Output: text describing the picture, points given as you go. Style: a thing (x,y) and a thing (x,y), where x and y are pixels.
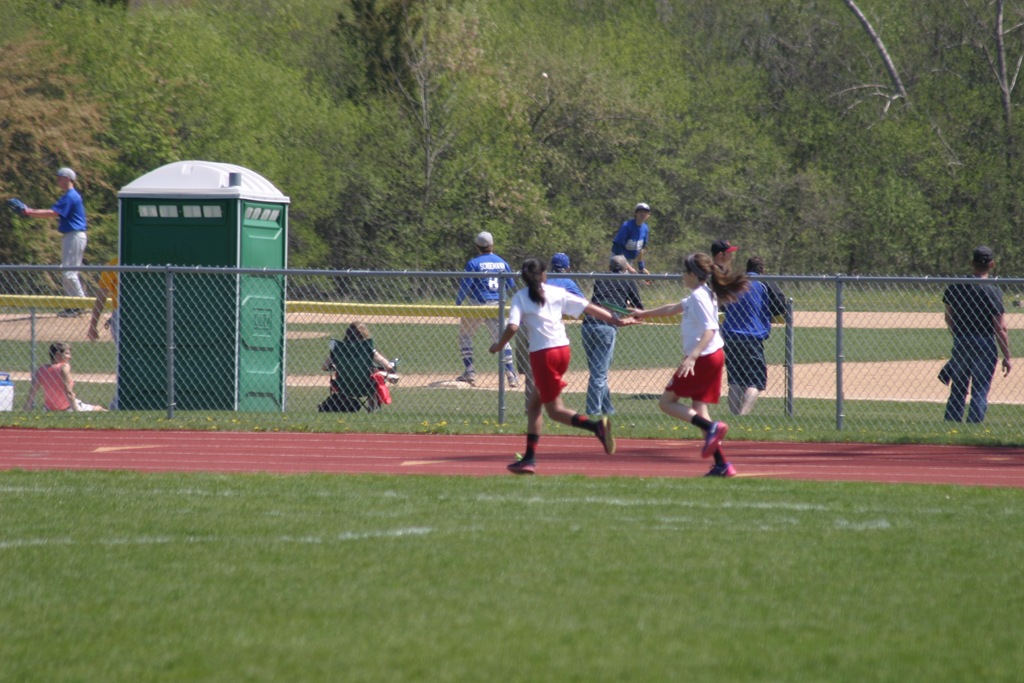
In this image there are so many people (592,408) playing in the ground (695,496) in the middle (445,401) there is a fence (301,384) and a booth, at the back (681,152) there is a mountain (96,187) covered with trees (706,141).
